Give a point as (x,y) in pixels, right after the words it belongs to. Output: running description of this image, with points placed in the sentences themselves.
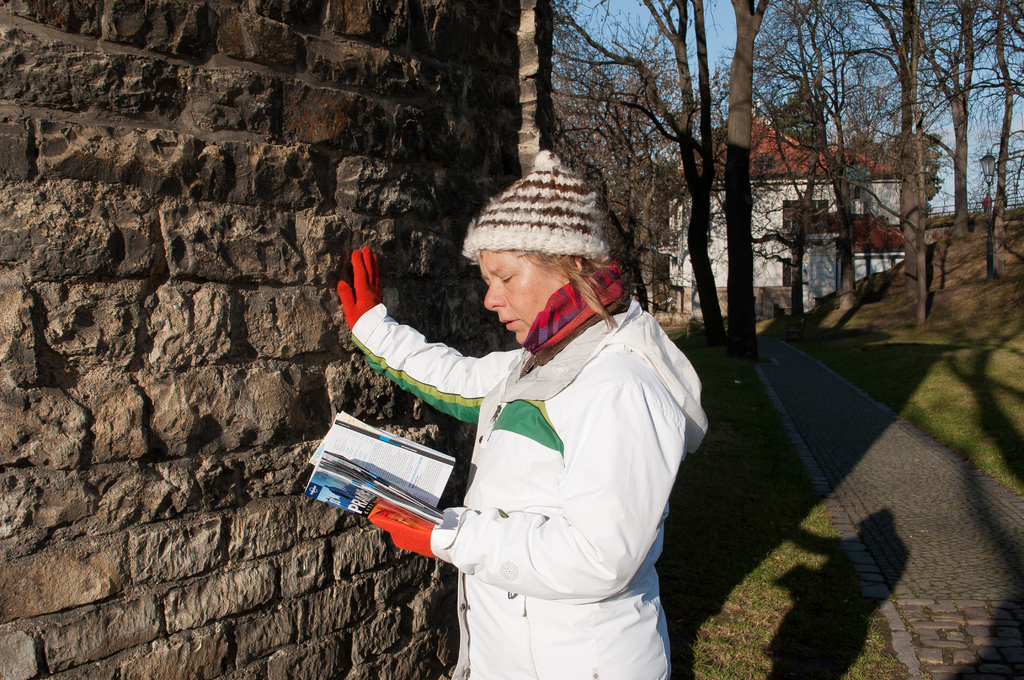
In this image a woman (539,473) standing near a wall (285,608) holding a book (336,452) in her hand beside her there is a path (917,549), on either side of the path (928,437) there is grassland (989,391), in the background (897,226) there are trees (740,224), houses (778,186) and a sky (728,24).
